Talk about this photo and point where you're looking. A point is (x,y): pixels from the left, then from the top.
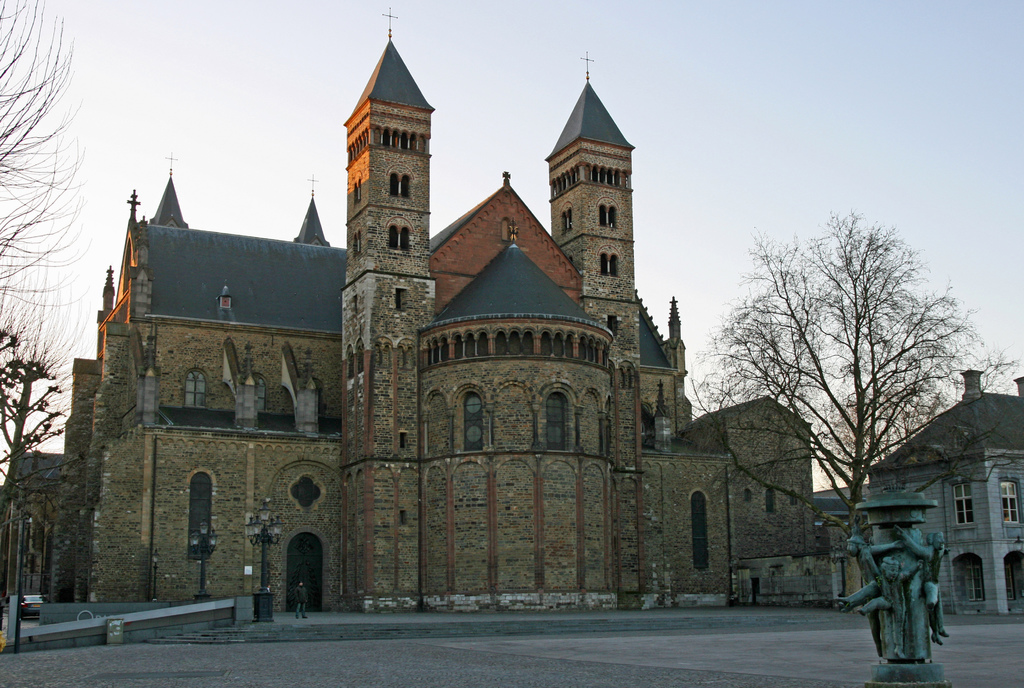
This picture consists of church (585,463), in front of the church (605,460) I can see tree (895,255) and on the left side (27,595) a vehicle (25,615) visible on the road (21,661) and I can see a statue (890,500) visible on the right side (901,553).
